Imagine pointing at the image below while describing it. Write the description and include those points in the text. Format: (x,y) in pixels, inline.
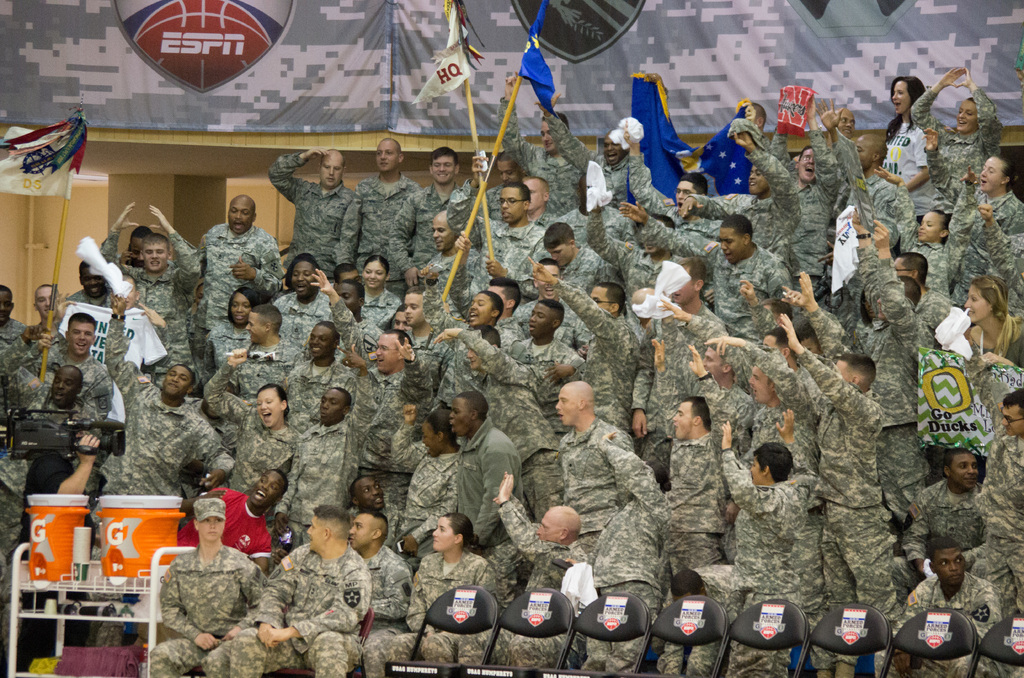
In this image In the foreground (472,367) there are group of people (293,234) visible, some of them are holding poles (473,116) on which there is a flag (655,143), clothes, at the bottom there are some chairs (363,613), in the bottom left (142,539) there are two buckets (72,532) kept on stand (55,586), behind the persons (533,206) may be there is a building wall (117,133) on which there is a banner (465,105).
